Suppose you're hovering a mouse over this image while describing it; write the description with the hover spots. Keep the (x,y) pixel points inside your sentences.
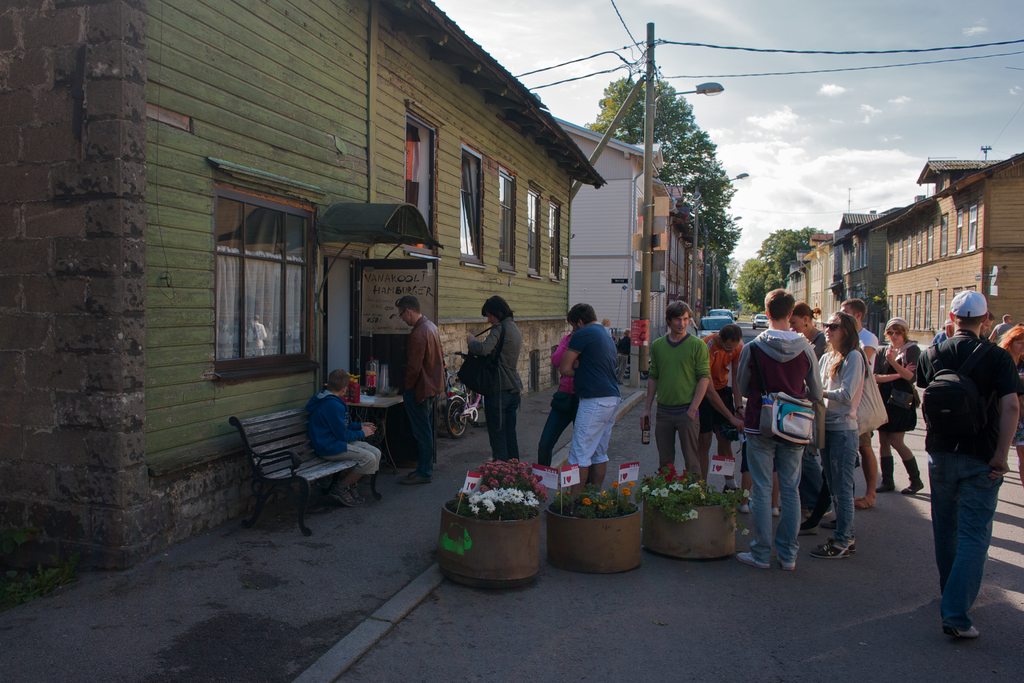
In this image we can see a group of persons (409,370), flowers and plants (705,494). Beside the person (337,430) we can see a bench (281,450) and a counter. Behind the person (431,362) there are a few buildings (959,280) and trees (617,85). At the top (612,64) we can see the sky (797,117).
